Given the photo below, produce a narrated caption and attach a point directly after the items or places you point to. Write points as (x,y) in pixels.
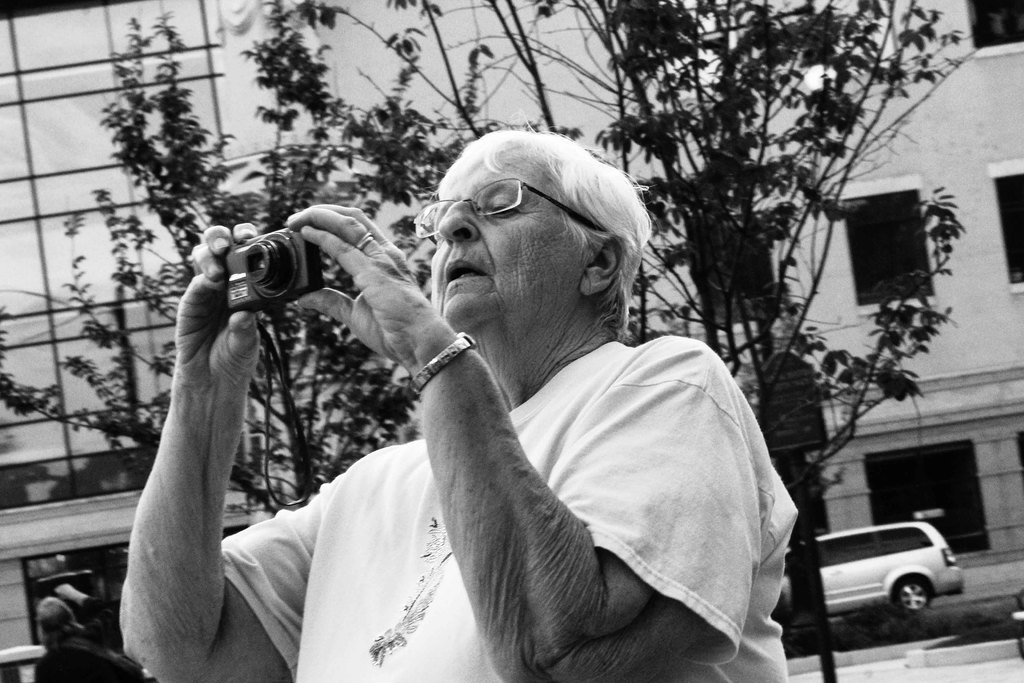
In this picture we can see a person (450,522) holding a camera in his hands (402,253). We can see another person (55,678) on the left side (70,669). There are few trees (759,373), a board (800,373) on the pole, building (12,622) and a vehicle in the background (8,646).
